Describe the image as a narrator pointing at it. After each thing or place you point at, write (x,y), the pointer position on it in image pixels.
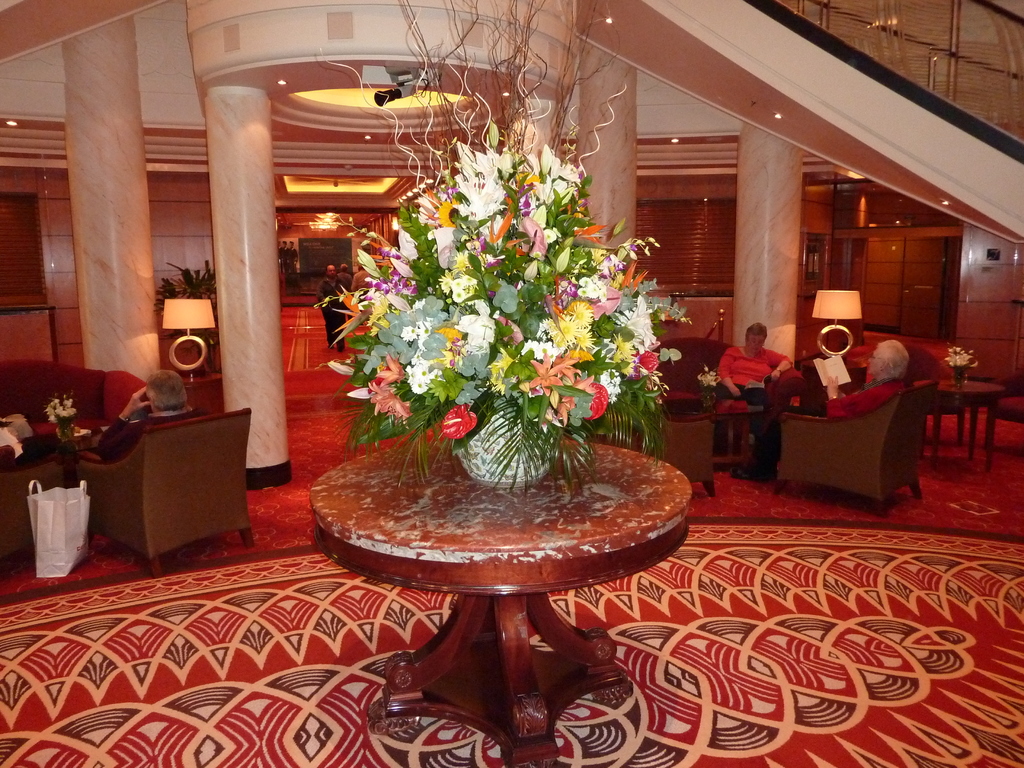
It is a very big hall (557,726) where at the right corner (865,398) two people (760,377) are sitting on the sofa (862,436) and left corner (160,400) another two people (145,413) are sitting on sofas (163,434) between them there is one bag (87,504) and there is one lamp (187,340) between the pillars (144,243) and in the middle of the picture (633,469) there is one table (647,490) and on the table (651,502) one big flower pot (499,415) is present and there are stairs (859,84) at the right corner of the picture (862,85).
